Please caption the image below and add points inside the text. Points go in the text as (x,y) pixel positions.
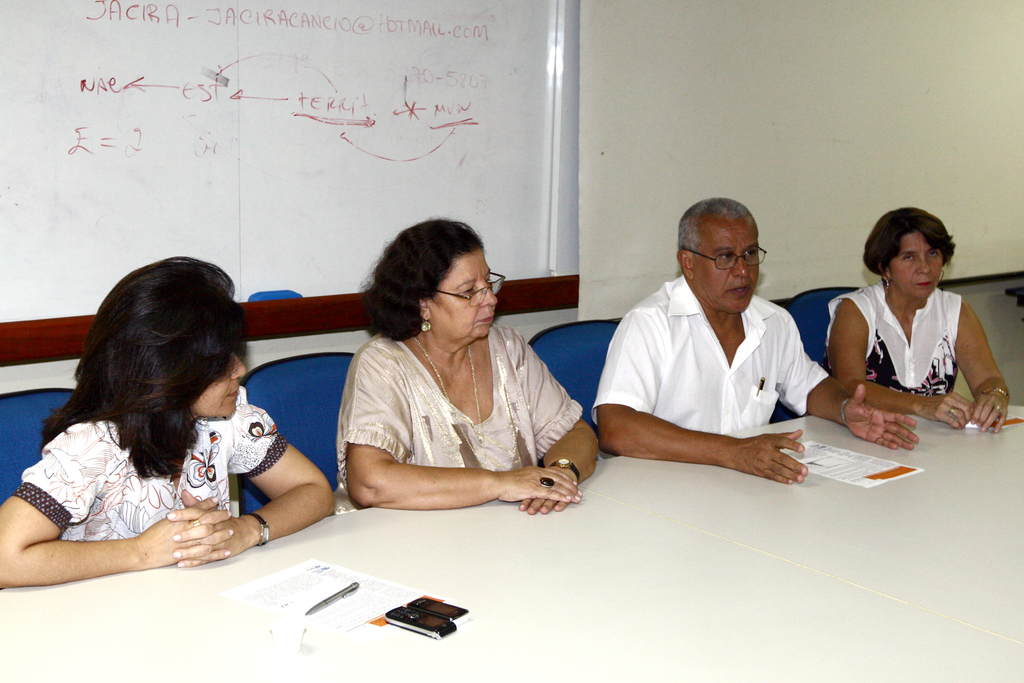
In this image there are four persons (371,354) sitting on chairs (295,376). Two are wearing specs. There is a table (672,556). On the table (679,527) there are papers (311,572) and mobiles (424,620). In the back (471,64) there is a board (240,68) with something written. Also there is a wall (735,74).
